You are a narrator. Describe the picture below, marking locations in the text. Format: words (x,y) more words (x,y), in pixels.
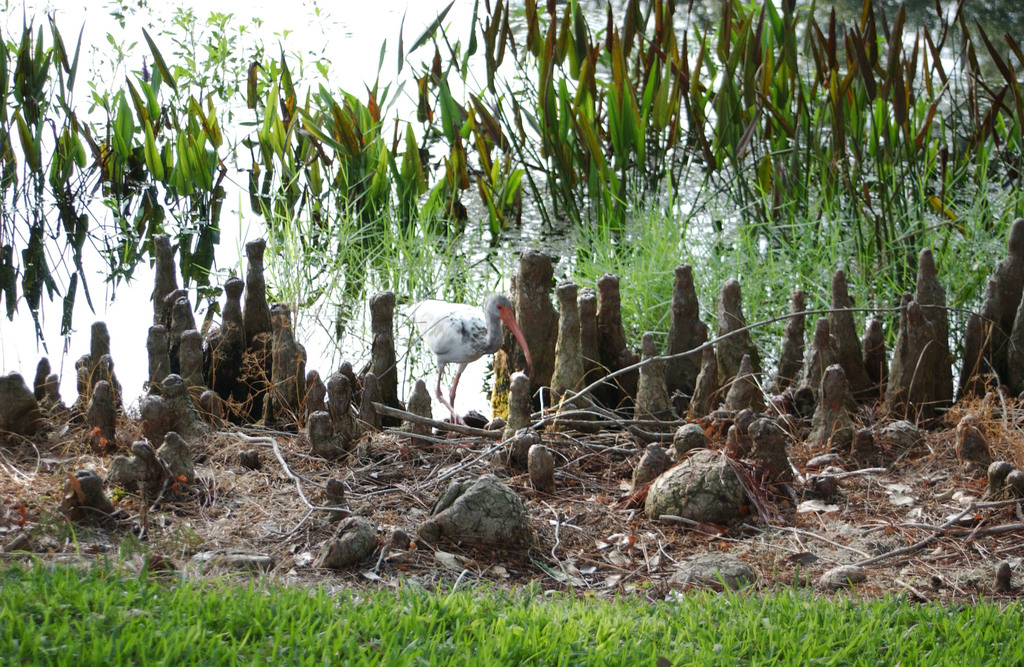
In this image I can see a bird (505,305) in white color. Background (698,197) I can see few plants (703,171) in green color and water (363,58) in white color.
